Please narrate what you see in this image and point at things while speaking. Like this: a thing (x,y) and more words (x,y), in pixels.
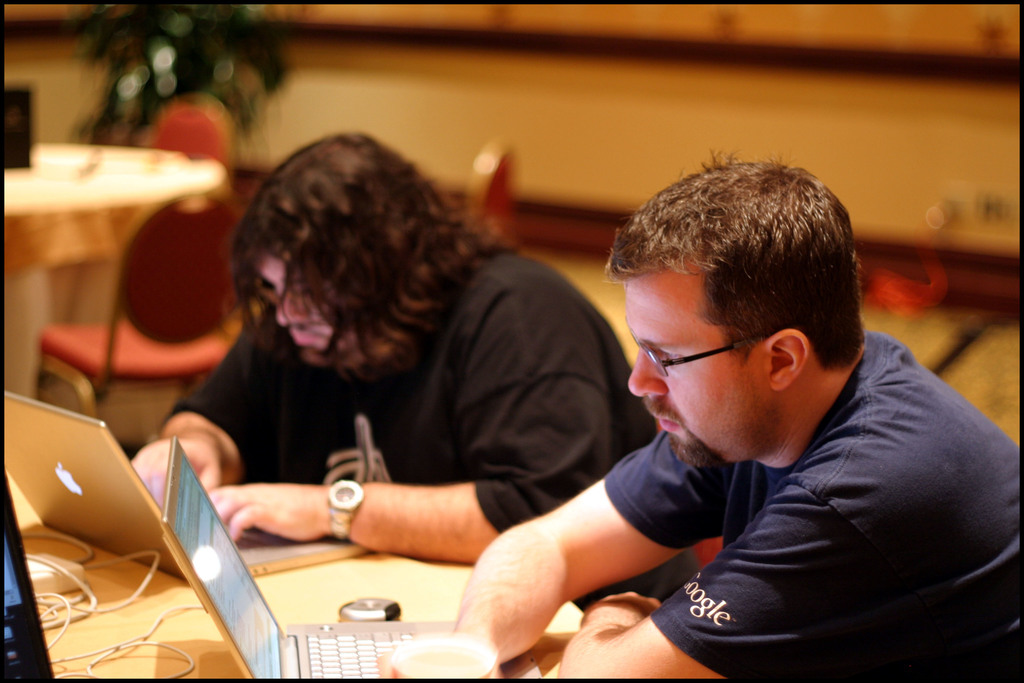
In this image, we can see 2 peoples (609,411) are sat on the chair (711,554). In -front of them, there is a table (363,579). And few laptops (217,589) are there and some wire (63,598). The right side of the person (906,490) wear a blue color t shirt (893,445). The middle person (511,425) wear black color t shirt (408,426). And we can see watch (343,505) on his hand (344,503). The background (56,201), we can found few chairs (164,138) and tables (126,180) and plant (185,83). Here there is a wooden wall (672,113) and switch board (971,212) here.
